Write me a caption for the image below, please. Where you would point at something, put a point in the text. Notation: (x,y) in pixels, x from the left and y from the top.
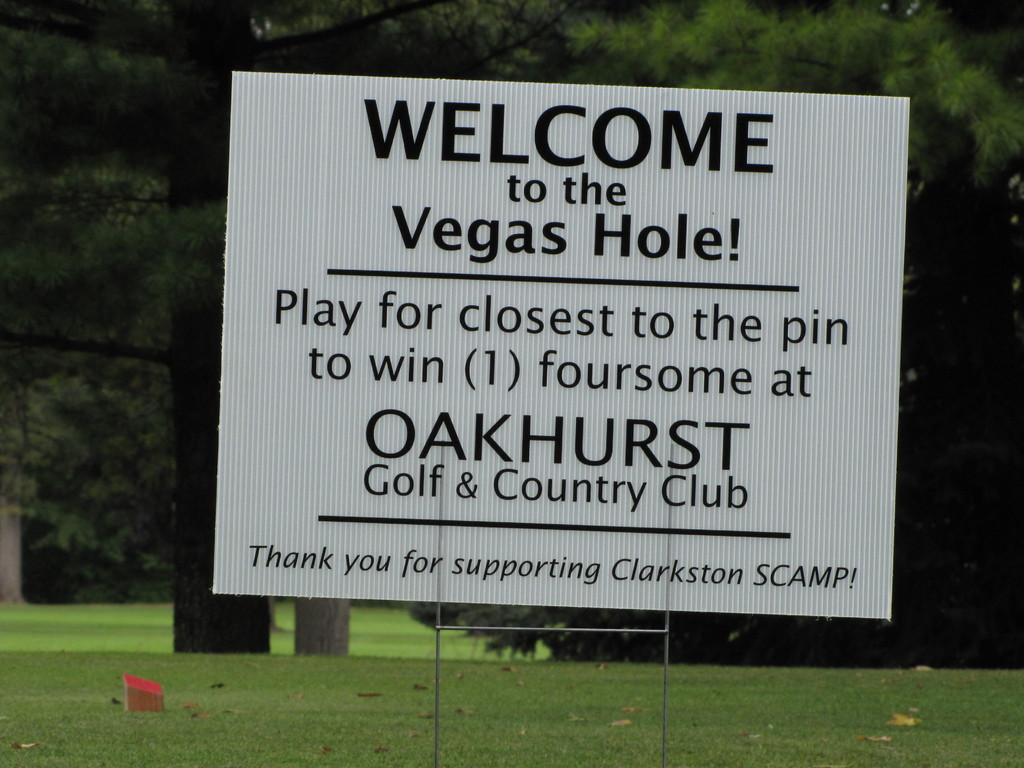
In this image in front (671,307) there is a board (494,441) with some text (575,128) on it. At the bottom of the image (396,696) there is grass (846,697) on the surface (833,702). In the background of the image (972,268) there are trees (974,568).
